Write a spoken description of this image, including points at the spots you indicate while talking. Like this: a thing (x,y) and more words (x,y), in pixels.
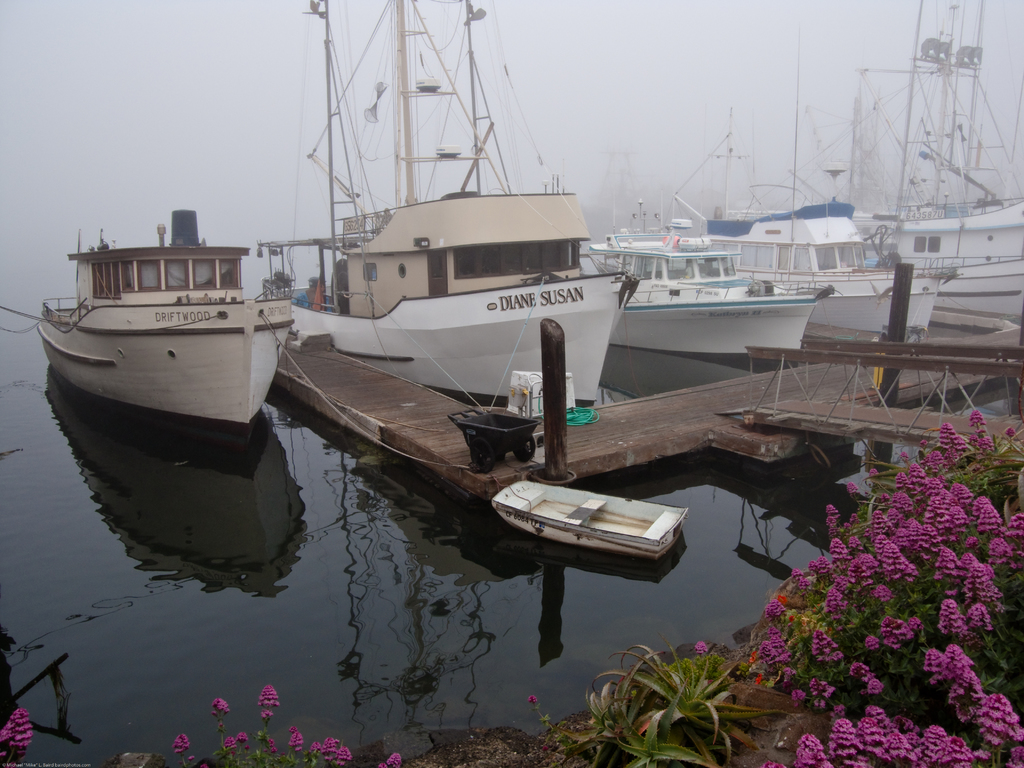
In this image there is water (225,511) and we can see boats (491,329) on the water (22,525). There is a board bridge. At the bottom (992,592) there are plants (692,688) and we can see flowers (963,684). In the background (643,210) there is sky (435,105).
